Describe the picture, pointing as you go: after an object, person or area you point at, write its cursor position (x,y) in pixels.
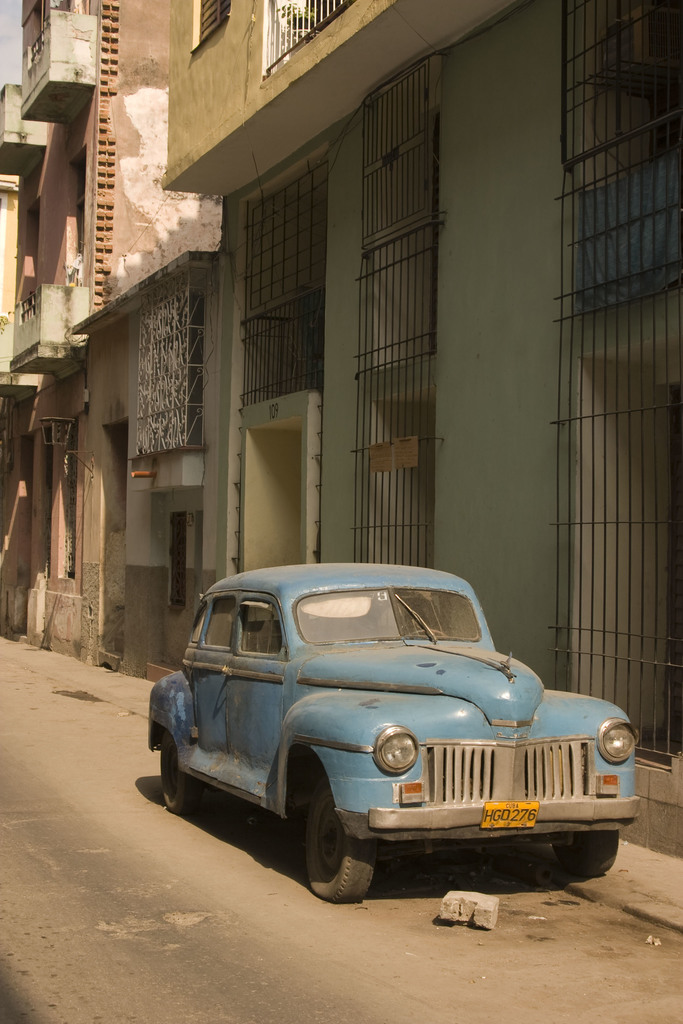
This image is taken outdoors. At the bottom of the image (183,924) there is a road (419,919). In the middle of the image (371,680) a car (393,756) is parked on the road (607,926). In the background (253,333) there are a few buildings (229,299) with walls (91,225), windows (649,464), doors (679,416), grills (423,395) and railings (278,27).
